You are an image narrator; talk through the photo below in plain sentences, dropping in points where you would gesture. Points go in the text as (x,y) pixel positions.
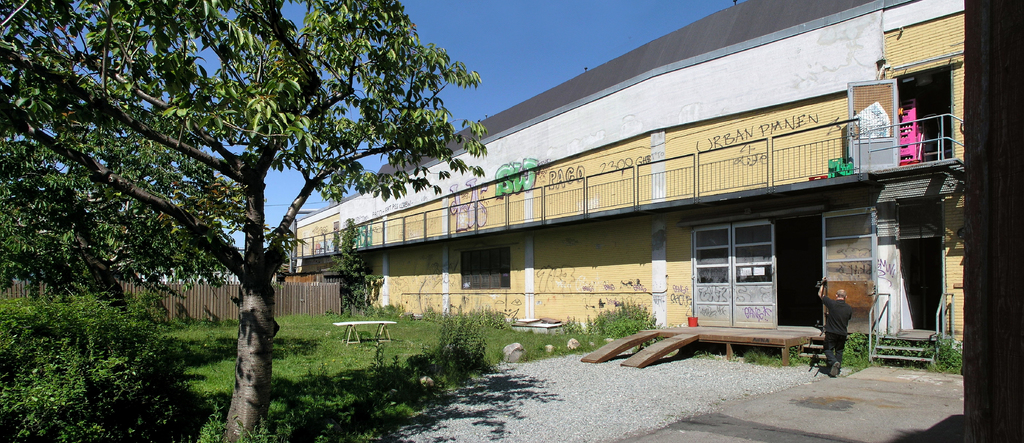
In this picture we can see a building (564,222), one person (835,336) holding an object (822,284), side we can see trees (114,228), plants (390,363) and grass (432,320).
